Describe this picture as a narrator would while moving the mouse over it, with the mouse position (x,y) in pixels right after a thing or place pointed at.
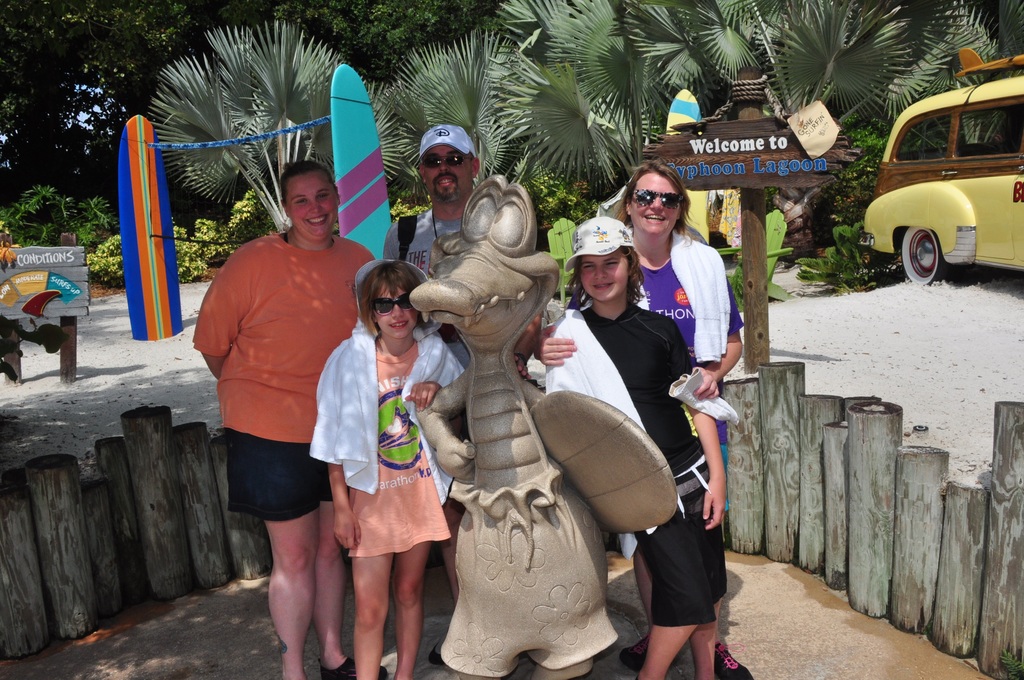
In the center of the image (498,420) we can see a sculpture (487,504) and there are people (715,374) standing. There is a fence (134,450). On the right (946,272) there is a car (919,269). In the background (230,44) there are trees (873,127). On the left (57,289) there is a board (176,275).
